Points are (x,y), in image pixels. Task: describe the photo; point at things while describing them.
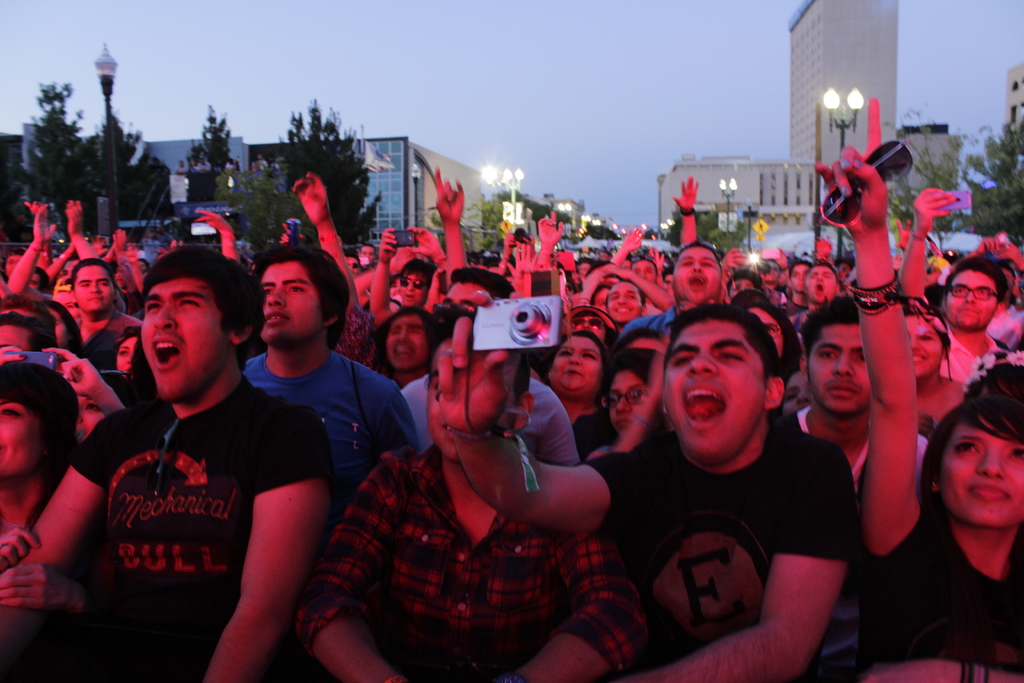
In this picture I can see number of people (493,265) in front (663,316) and I can see a man (694,344) on the right (746,395) is holding a camera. In the background (671,115) I can see the light poles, few trees (912,199), number of buildings (868,66) and the sky (253,64).
